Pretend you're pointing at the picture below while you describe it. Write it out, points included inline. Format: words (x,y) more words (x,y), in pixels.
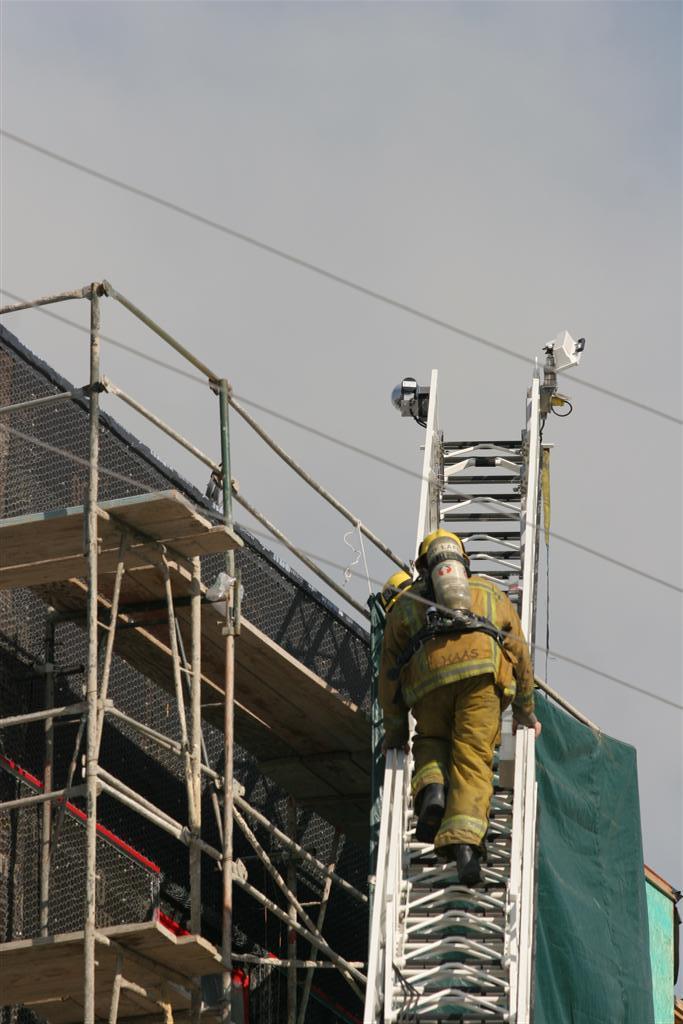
In this picture I can see there is a person (450,712) on a ladder (427,514). I can see the sky (323,243) is grey. I can see electrical wires (417,473). On the left side (100,669), it looks like construction building (67,695).
